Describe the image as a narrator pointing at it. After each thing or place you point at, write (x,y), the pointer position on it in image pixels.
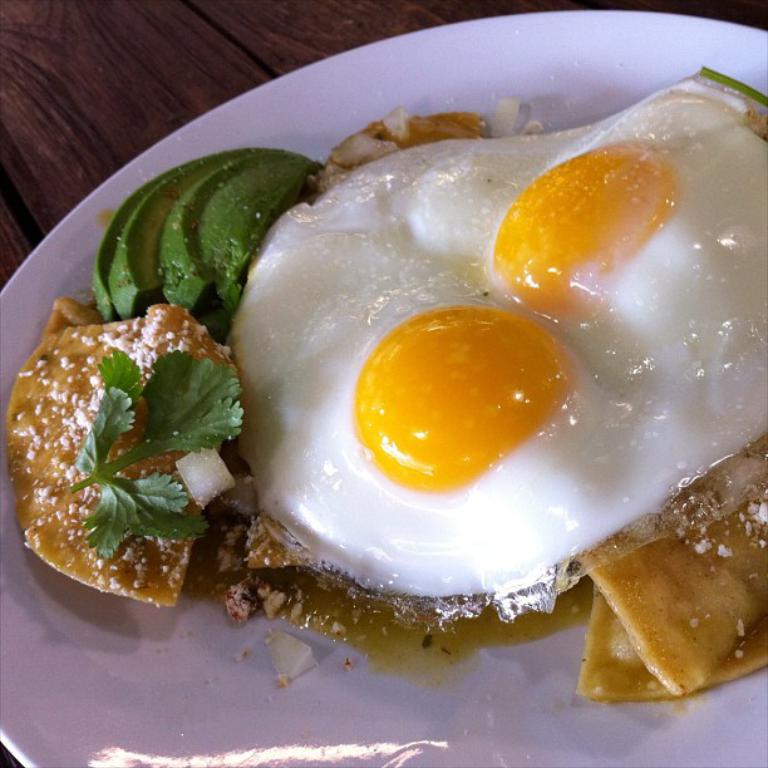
In the center of the image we can see one table (243,43). On the table (254,50), we can see one plate (245,103). In the plate (610,61), we can see some food items (273,335).
